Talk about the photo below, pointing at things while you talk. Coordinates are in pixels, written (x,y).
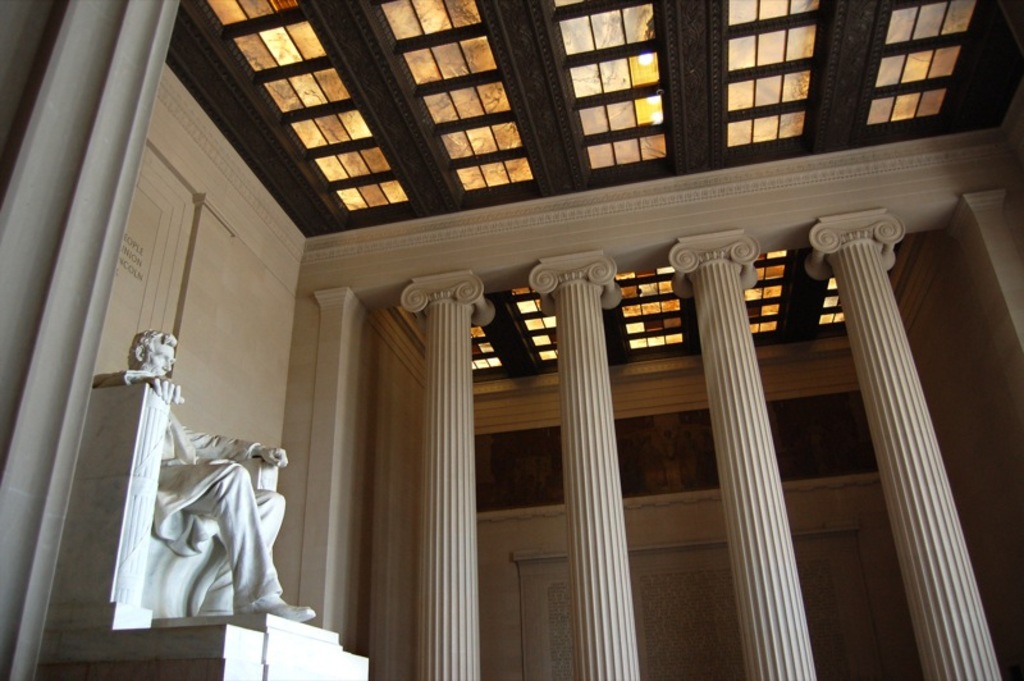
I think this picture was taken inside the building (399,367). These are the pillars (595,448). This is the sculpture (133,481) of the man (236,518). I think this is the ceiling (701,77), which is at the top (309,75).
